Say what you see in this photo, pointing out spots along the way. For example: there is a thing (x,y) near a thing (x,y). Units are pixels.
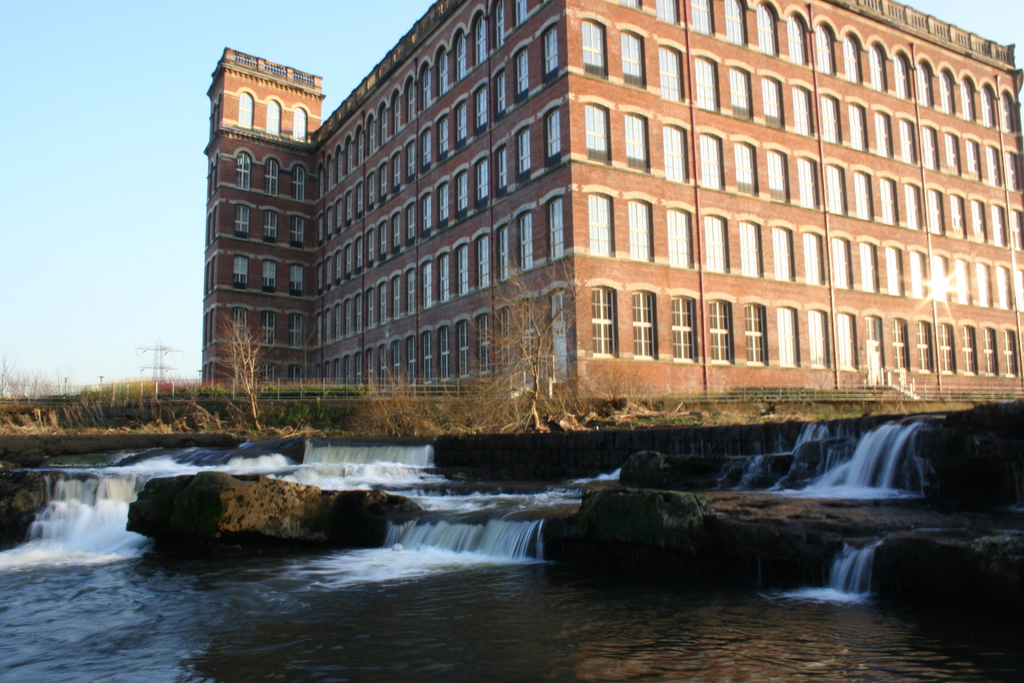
In this image at the bottom (440,508), there are waterfalls (365,558), water (214,592), stones (301,525), grass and plants (576,402). In the middle (515,304) there is a building (682,250) on that there are windows (637,233) and wall (663,376). On the left (134,344) there are transmission lines (156,367) and sky (150,273).
